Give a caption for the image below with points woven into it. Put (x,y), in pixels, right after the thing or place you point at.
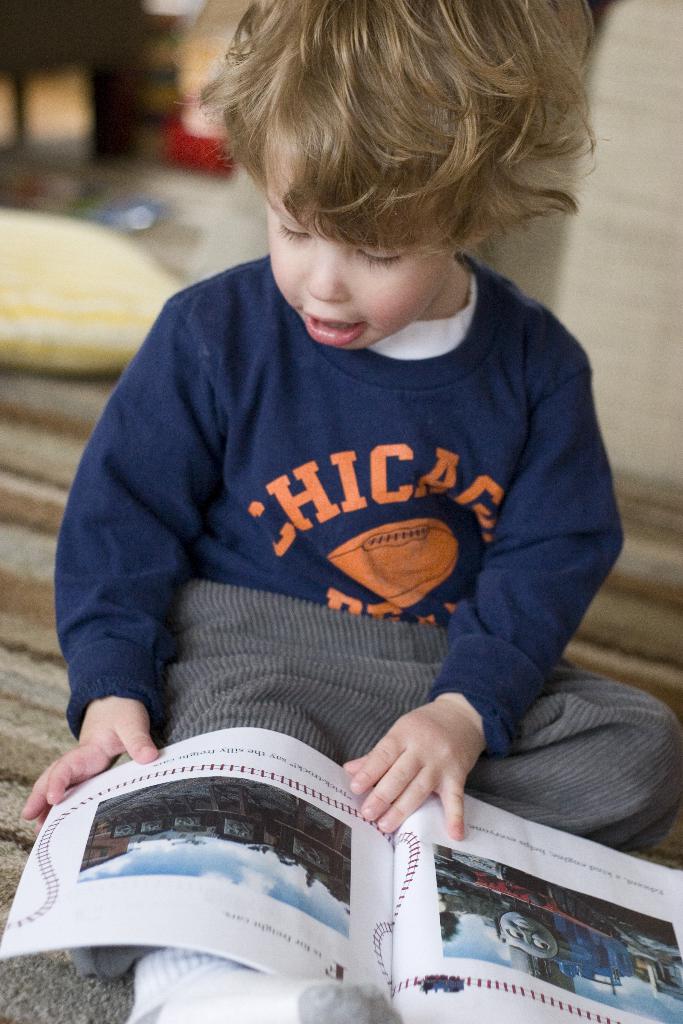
In this image we can see a boy (326,620) sitting and holding a book (265,832), in the background (53,285), we can see a pillow (131,270), wall (573,234) and some other objects (157,206).
